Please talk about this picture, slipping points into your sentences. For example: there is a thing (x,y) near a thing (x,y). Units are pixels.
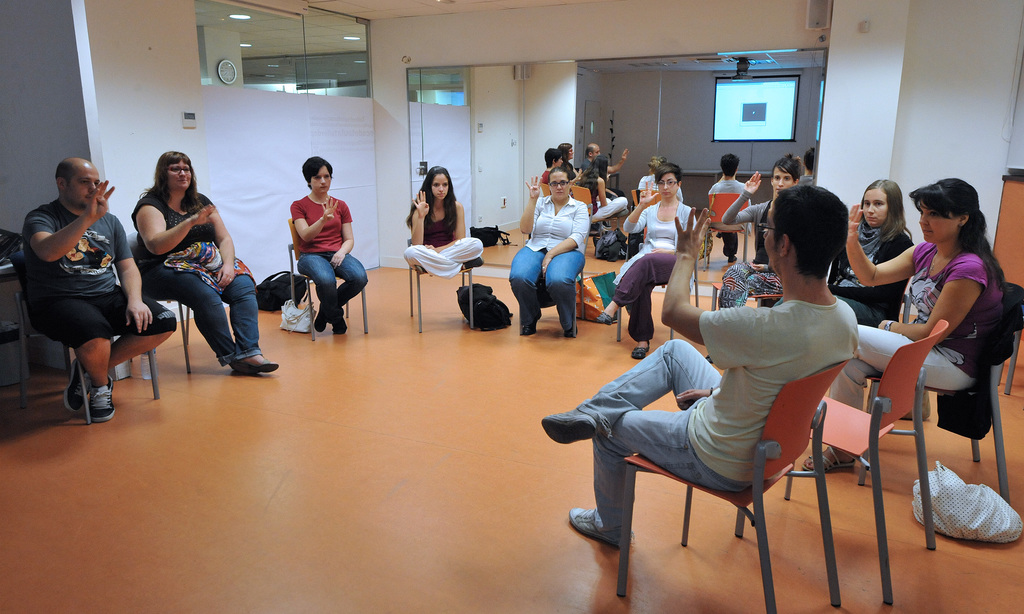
In this image I can see number of people (42,266) are sitting on chairs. I can also see a projector's screen (791,115) in the background (781,87) and here a clock (234,70) on this wall (226,54). I can also see few bags (262,284) on the floor (385,363).
